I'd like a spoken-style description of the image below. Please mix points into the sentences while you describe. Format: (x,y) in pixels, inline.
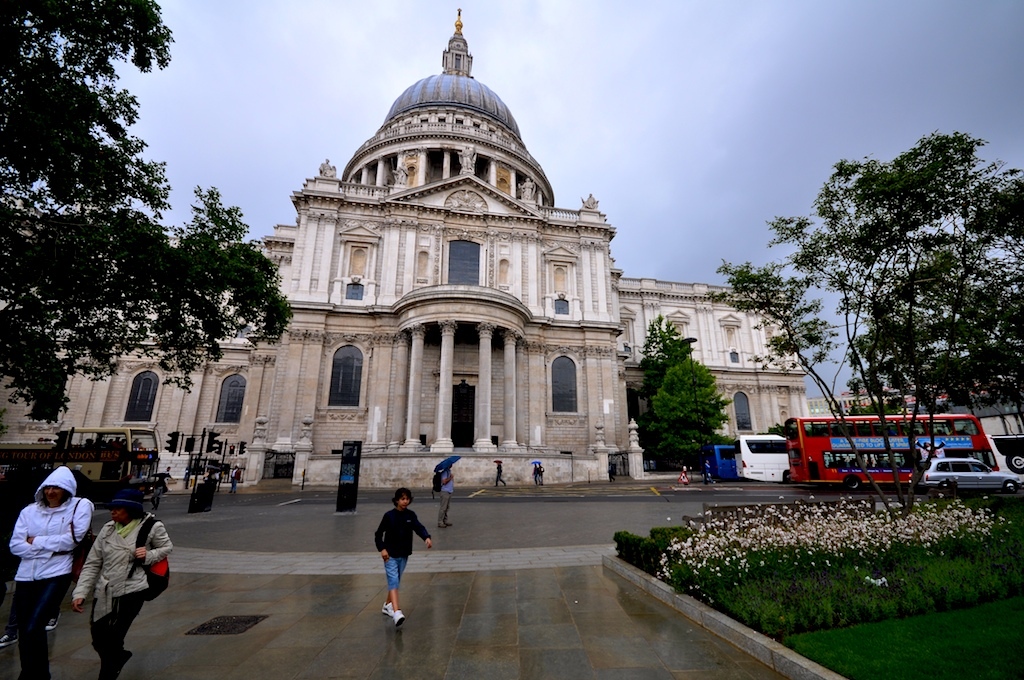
This picture is clicked outside. In the center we can see the group of persons (15,596) and we can see the group of vehicles (758,454). On the right (918,620) we can see the green grass (932,626), flowers (886,543) and plants (900,528) and we can see the traffic lights (215,436), poles (195,466) and the trees (986,297) and we can see the building (428,286), windows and pillars (493,331) of the building (509,311). In the background (667,129) we can see the sky (689,102) and some other objects (647,468).
